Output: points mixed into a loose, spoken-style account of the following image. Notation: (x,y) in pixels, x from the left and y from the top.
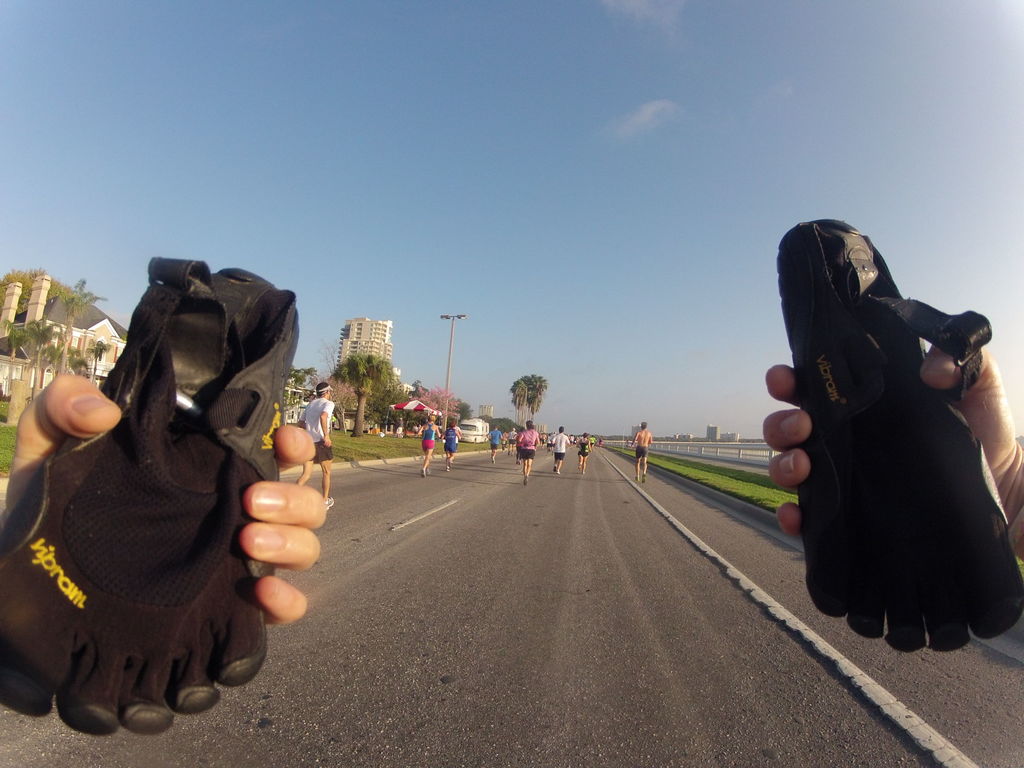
In the front of the image (168,586) I can see hands (278,442) of people (782,455) holding shoes (925,595). In the background of the image (474,542) there is a road (511,529), people (431,420), light pole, buildings (62,304), tent (424,409), vehicle (463,426), railing (766,458), grass (377,442), trees (375,406), sky (415,385) and objects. People (324,460) are running on the road (509,490).
